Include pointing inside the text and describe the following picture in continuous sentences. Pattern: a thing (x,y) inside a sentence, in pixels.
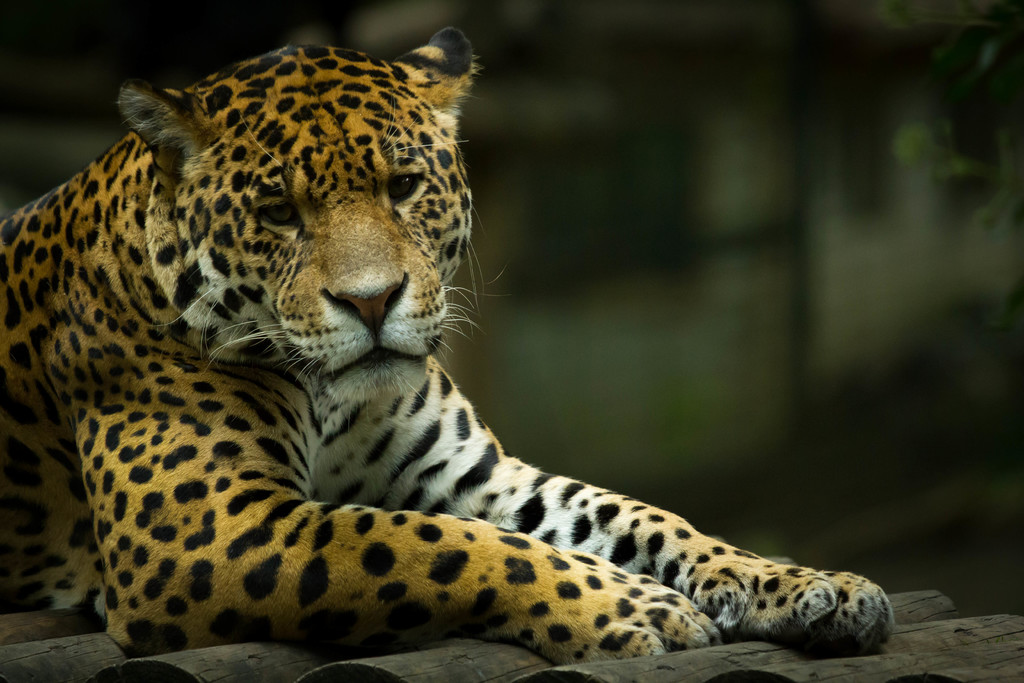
This picture contains jaguar (227,366) which is sitting on the wooden sticks (503,649). In the background (647,250), it is green in color and it is blurred. This picture might be clicked in the forest (610,317).
